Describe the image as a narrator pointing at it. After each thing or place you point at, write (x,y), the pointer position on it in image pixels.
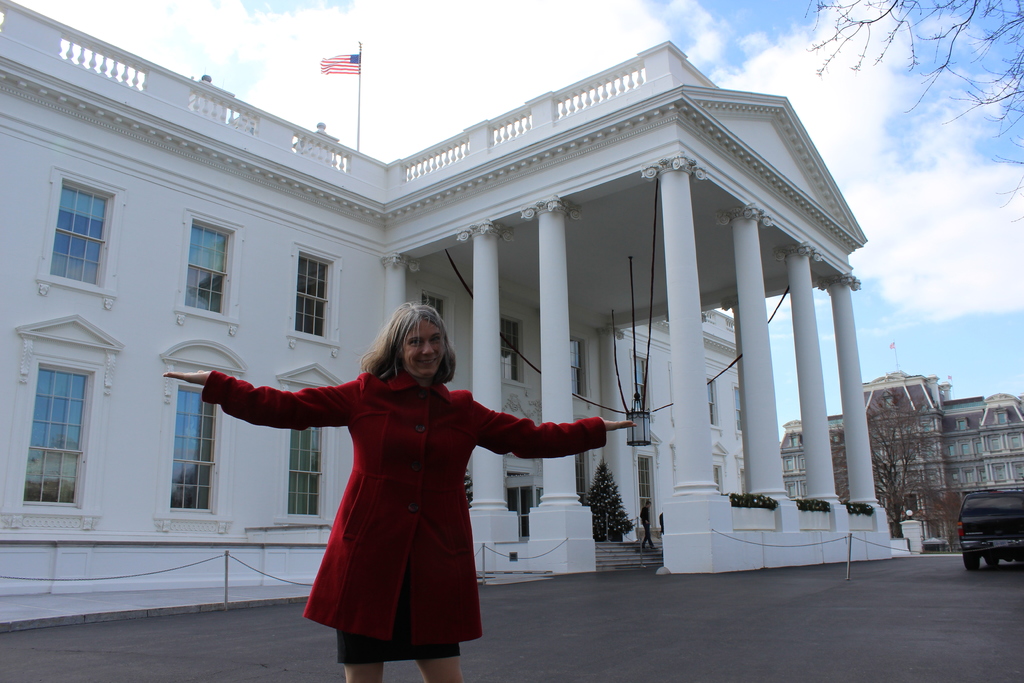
In this image we can see a woman (434,485) wearing a maroon color dress (446,496) is standing on the road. Here we can see the buildings (777,481), Christmas tree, flag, vehicle (963,552) on the road (948,623) and the sky (806,68) with clouds (445,37) in the background (564,77).
